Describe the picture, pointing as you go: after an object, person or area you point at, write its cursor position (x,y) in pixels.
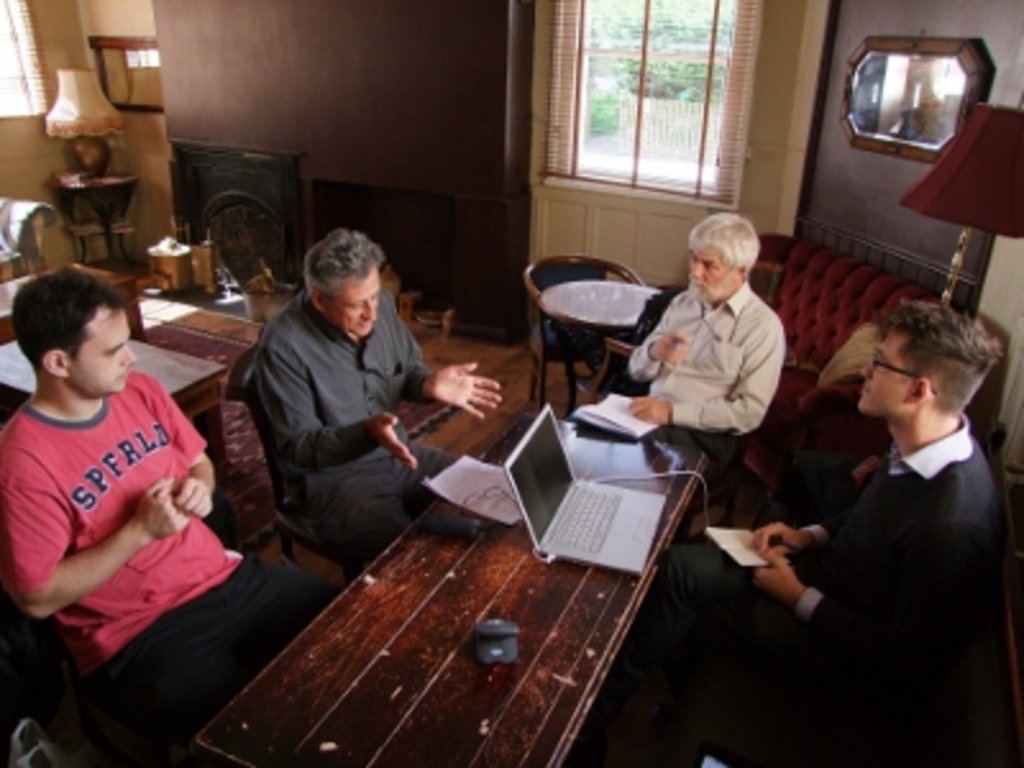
The picture is of inside the room (787,58). On the right (943,487) there is a man (888,518) sitting on the bench (904,672) and in the center (682,323) there is a man (728,341) wearing white color shirt (730,368) and sitting on the chair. There is a table (679,461) on the top of which a laptop (578,532), a spectacles (475,503) and some papers (478,499) are placed. On the left (81,429) there is a man (140,438) wearing pink color t-shirt (139,581) and sitting on the chair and the man (333,346) wearing black color shirt (341,371) and sitting on the chair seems to be talking. In the left (68,82) there is a lamp (97,157) placed on the top of the table (122,178). In the background (851,212) we can see a couch (854,266), a wall (623,240), a mirror (931,54) hanging on the wall (934,12) and a Window (691,67) through which we can see the outside view (693,115).
